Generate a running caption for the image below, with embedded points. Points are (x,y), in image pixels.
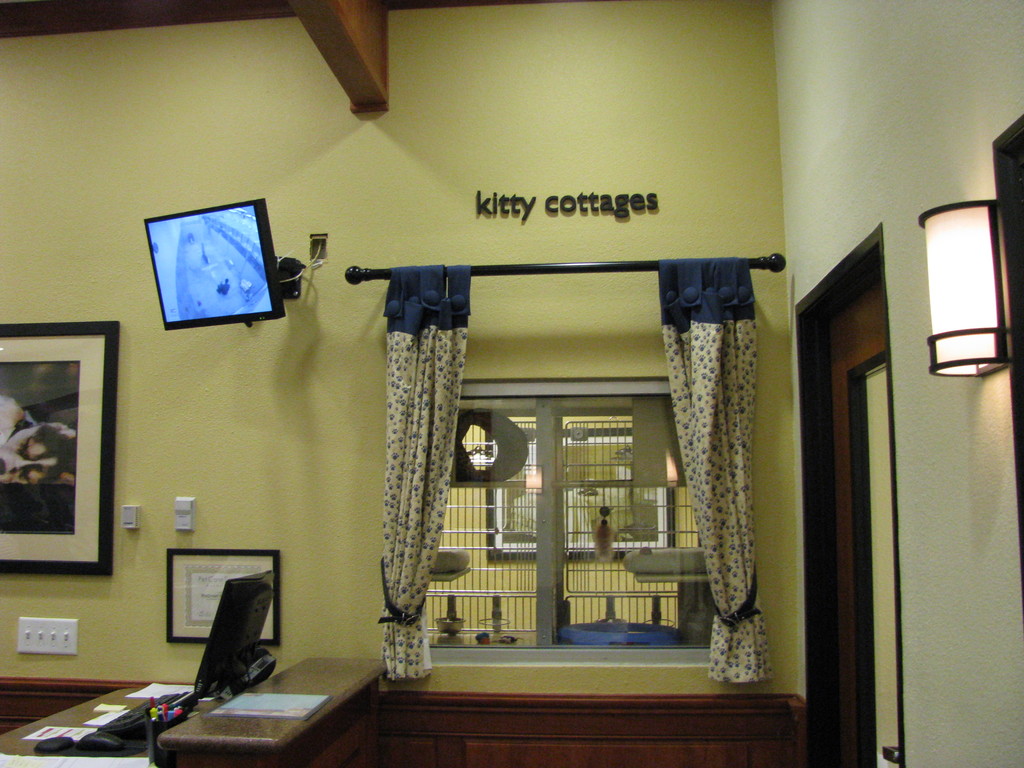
In the center of the image (346,408) there is a wall (243,443), door (889,575), window (620,589), screen (170,286), monitor (256,629), platform (221,733), frames (62,413), curtains (749,664) and some objects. And we can see some text (606,206) on the wall (661,177). Behind the window (533,576), there is a wall (513,565) with a frame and a few other objects (595,624).
